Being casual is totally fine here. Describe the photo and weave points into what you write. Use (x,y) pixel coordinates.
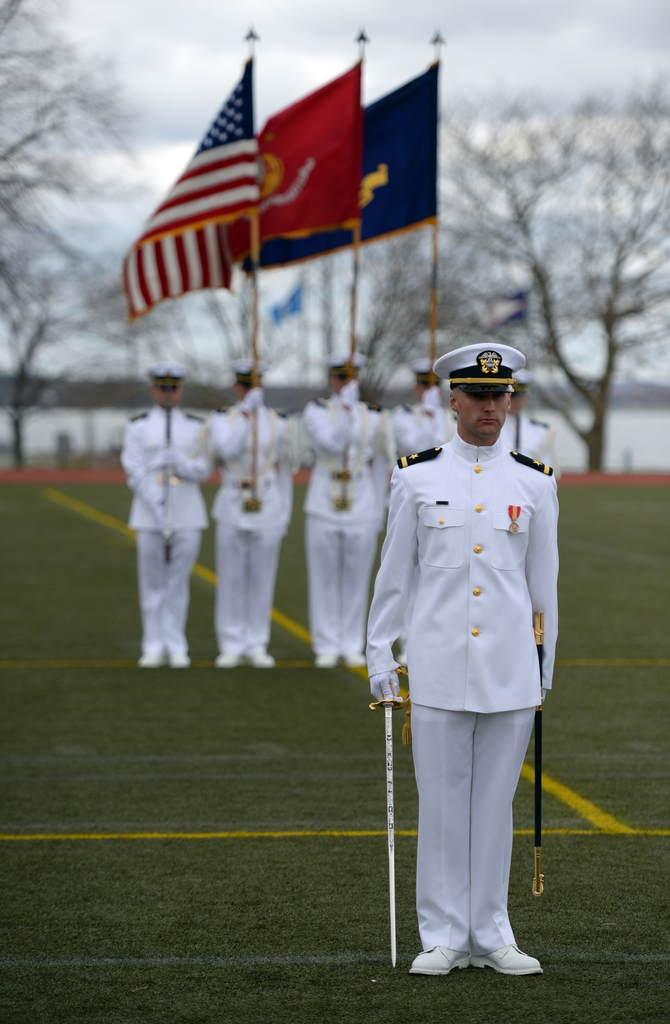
In this image we can see a person (386,603) wearing a uniform (460,874) and holding some objects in his hands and in the background (136,527), we can see few people (321,507) wearing uniform (318,438) and holding flags (359,219) in their hands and we can see some trees (401,306) and the image is blurred.
